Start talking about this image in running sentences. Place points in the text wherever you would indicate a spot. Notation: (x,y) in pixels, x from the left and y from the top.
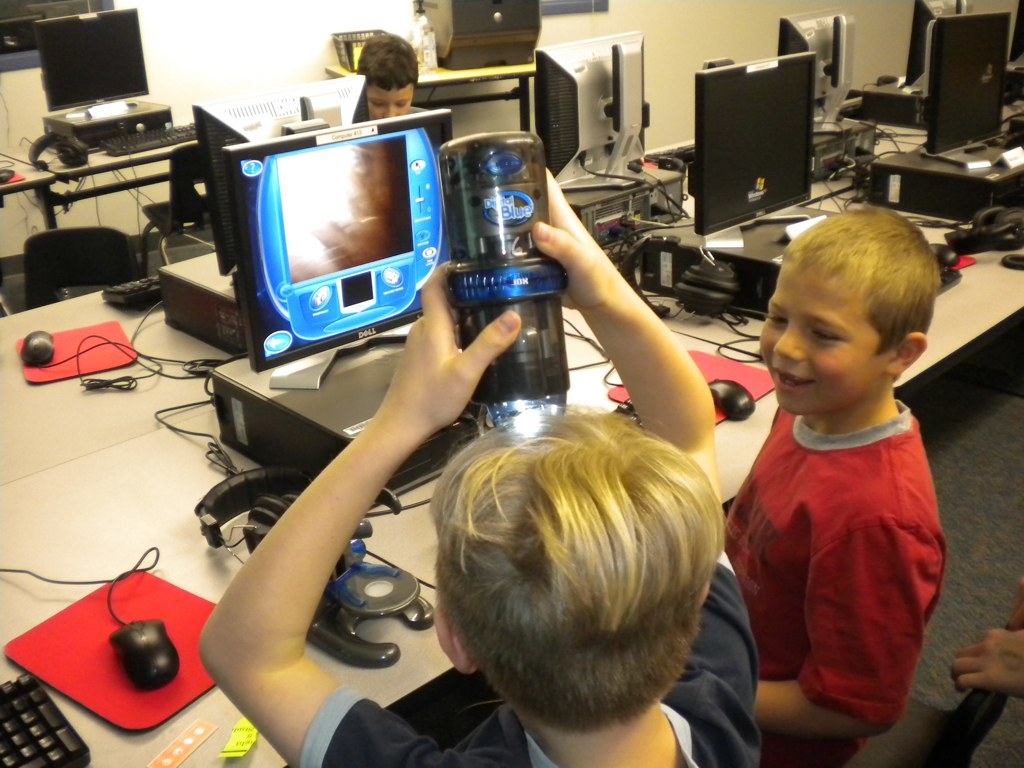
In this picture we can see two boys (792,521) where one is smiling and other is holding microscope (478,293) with his hand (520,317) and keeping on his head (508,522) and in front of them on table (589,396) we have monitor (276,294), mouse (161,684), keyboard (43,697), wires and in the background (391,41) we can see some person (377,44) sitting, wall (234,45).
